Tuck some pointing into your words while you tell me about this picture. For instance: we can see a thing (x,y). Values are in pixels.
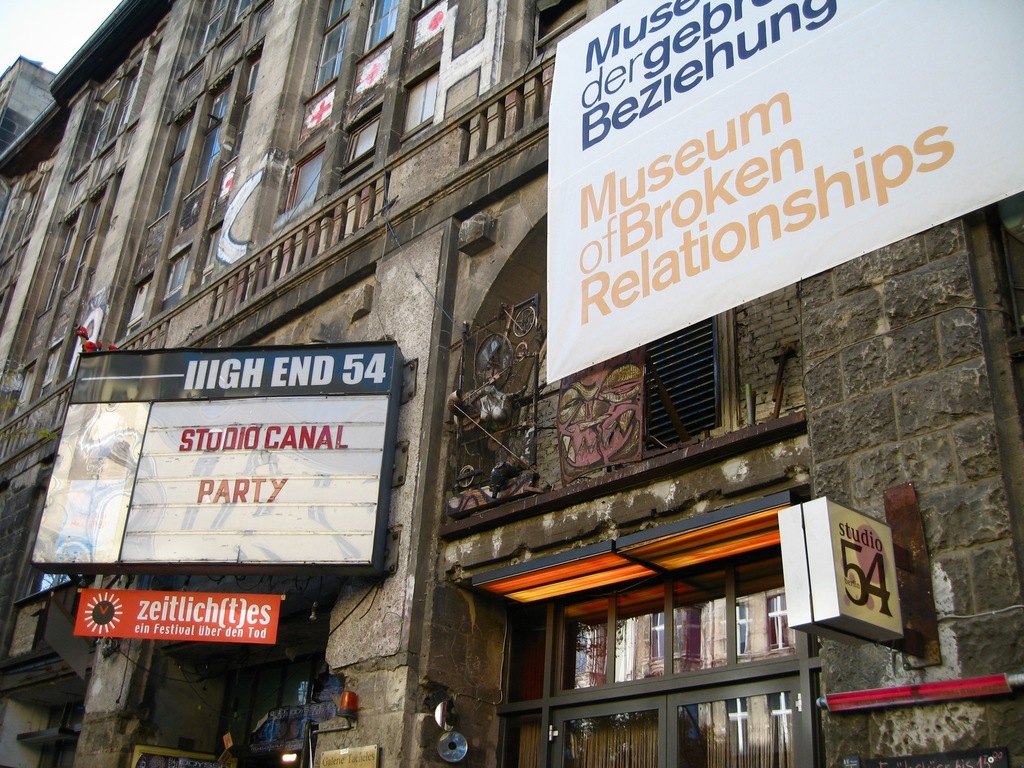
In this image in the center (490,455) there are some buildings (315,330) and i can see some boards (181,561). On the boards (337,377) there is some text (279,487), at the bottom (559,674) there is a glass door (609,736) and some other objects (917,641).
